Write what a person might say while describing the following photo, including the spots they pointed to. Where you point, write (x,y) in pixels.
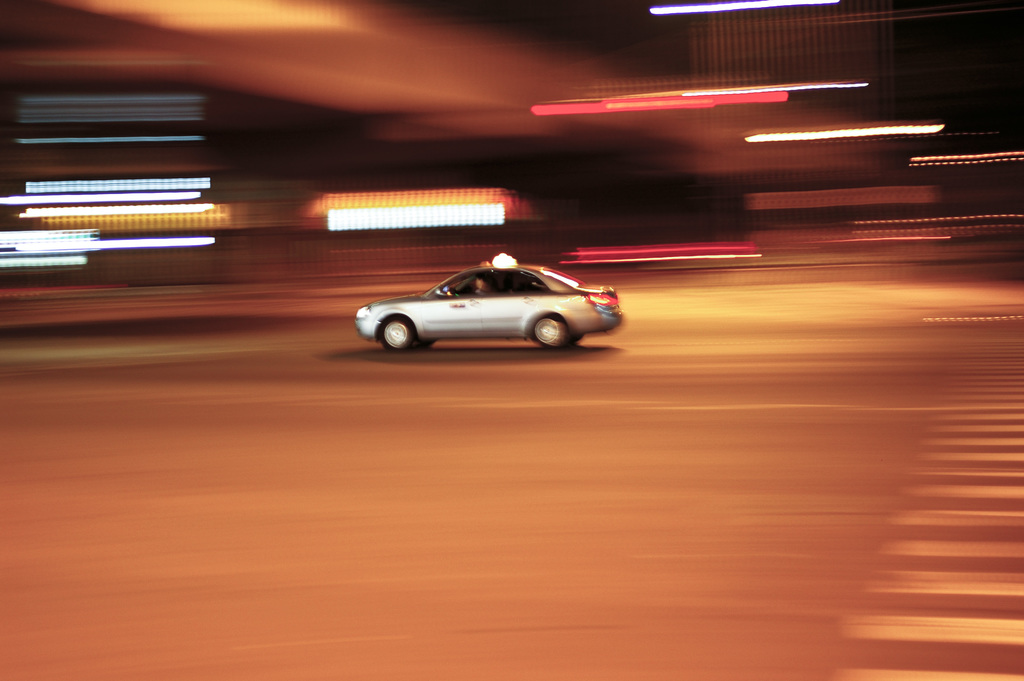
In this picture there is a car (600,297) in the center of the image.
